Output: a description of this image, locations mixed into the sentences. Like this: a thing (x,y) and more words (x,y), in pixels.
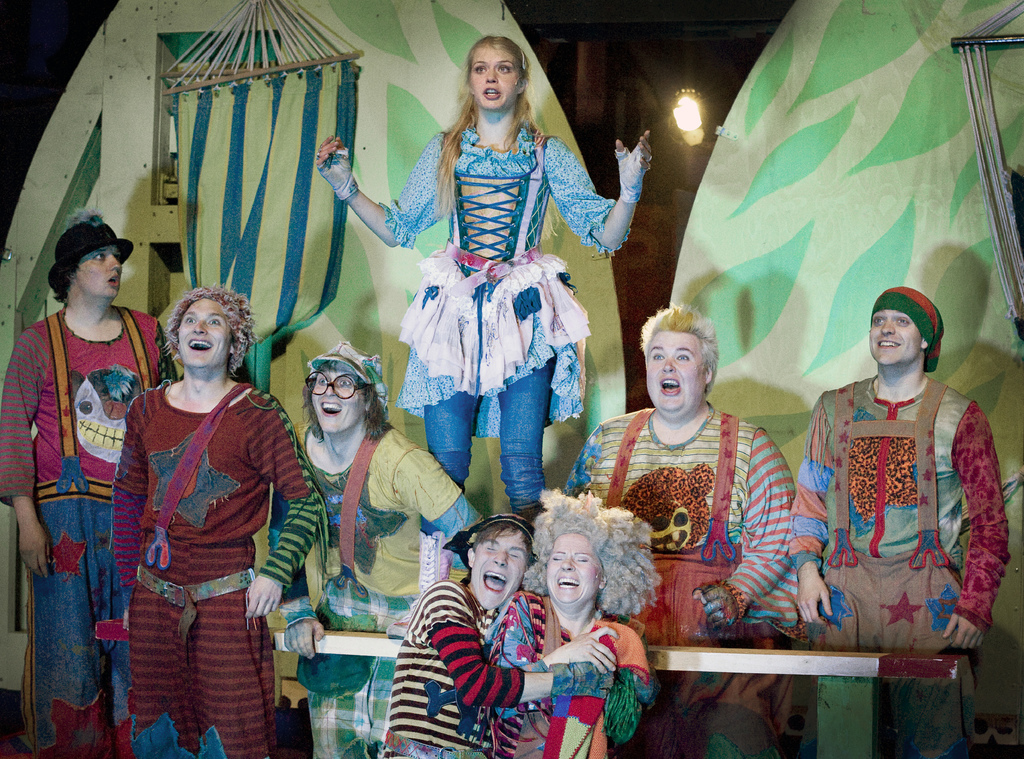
In this image I can see group of people (747,500) and they are wearing multi color dresses (232,477). In the background (811,176) I can see the board (893,255) in green color and I can see the light (702,131).
